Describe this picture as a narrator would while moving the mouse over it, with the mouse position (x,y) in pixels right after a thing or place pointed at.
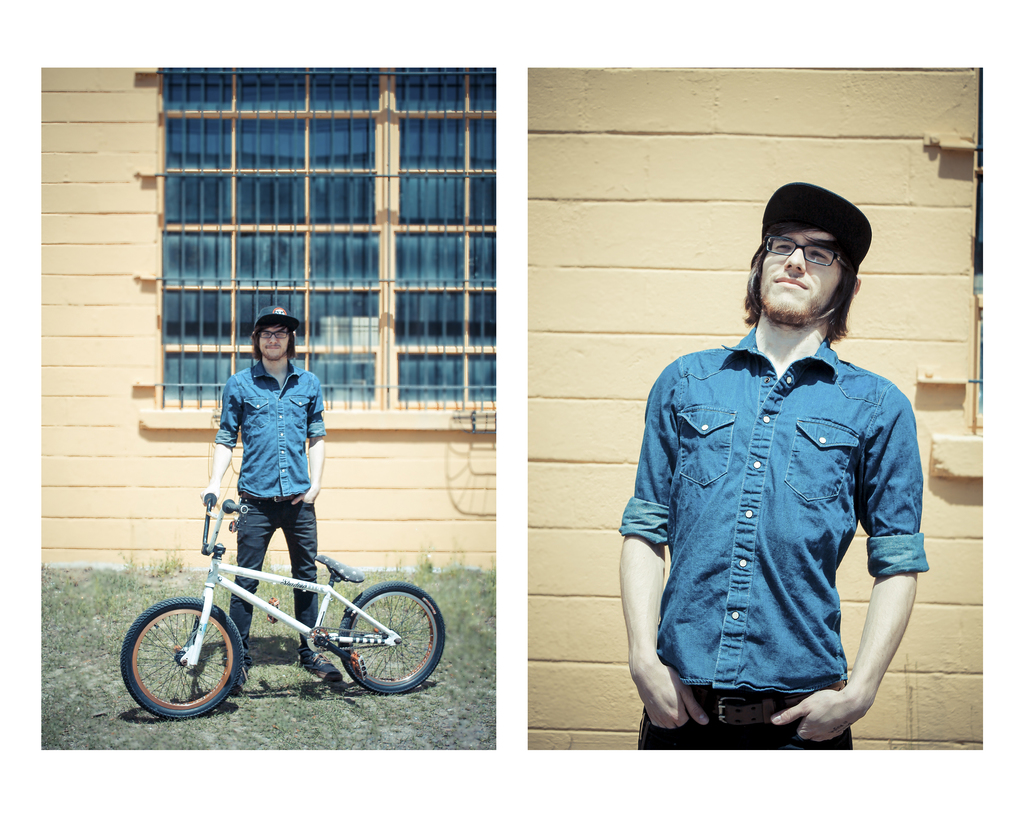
The picture is collage of two images. On the right (820,588) we can see a person (805,507) standing, behind him it is wall (644,351). On the left (287,469) we can see a person (268,445), bicycle (231,628) and grass (360,700), behind the person (264,406) there are windows (243,329) and wall (167,482).
